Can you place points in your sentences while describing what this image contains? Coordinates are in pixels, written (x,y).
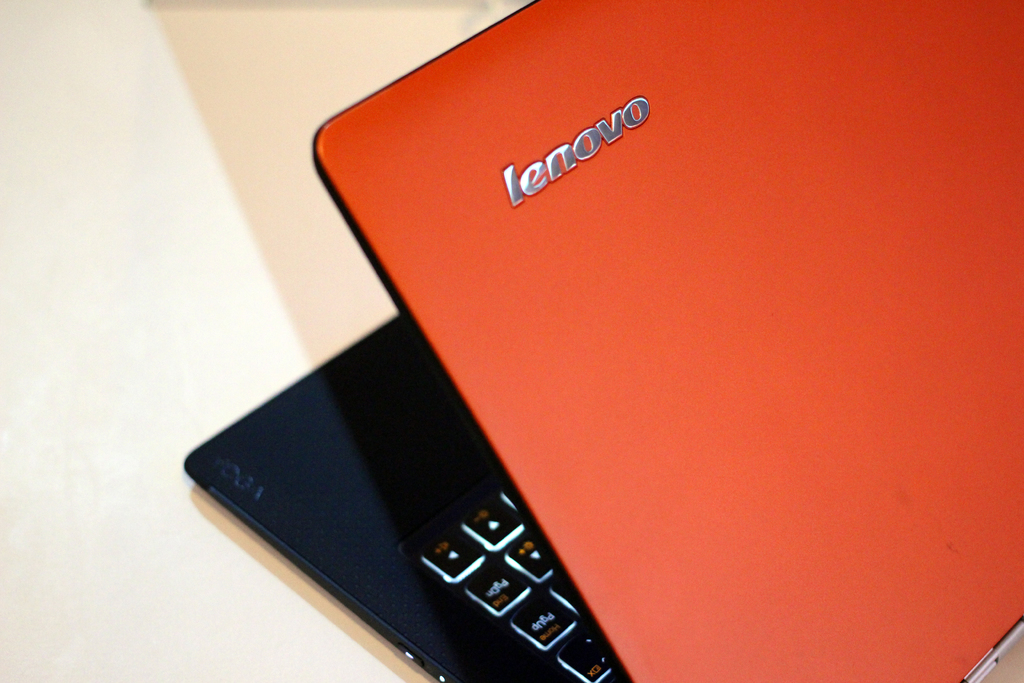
This image consists of a laptop (533,497) in red and black color. At the bottom (80,522), there is a table (105,382).
